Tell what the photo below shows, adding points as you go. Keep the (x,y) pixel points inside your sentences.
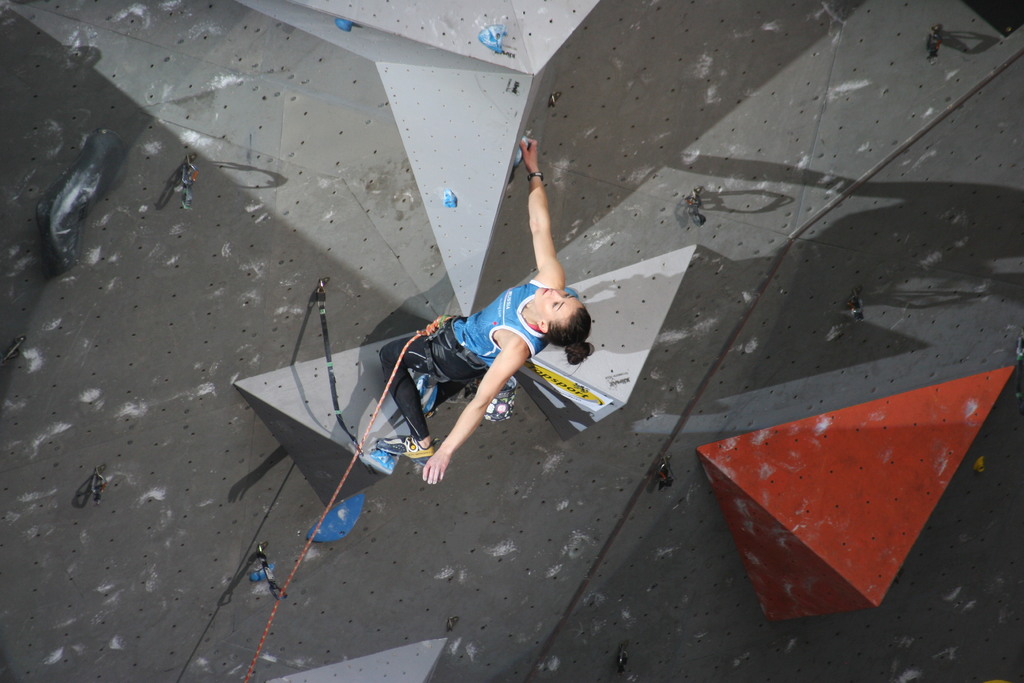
In this image I can see the person (413,358) wearing the blue and black color dress (499,321). I can see the person (428,366) with the rope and belt (439,372). In-front of the person (429,345) I can see the climbing wall (263,195). I can see some holders (451,206) to the wall (248,122).
